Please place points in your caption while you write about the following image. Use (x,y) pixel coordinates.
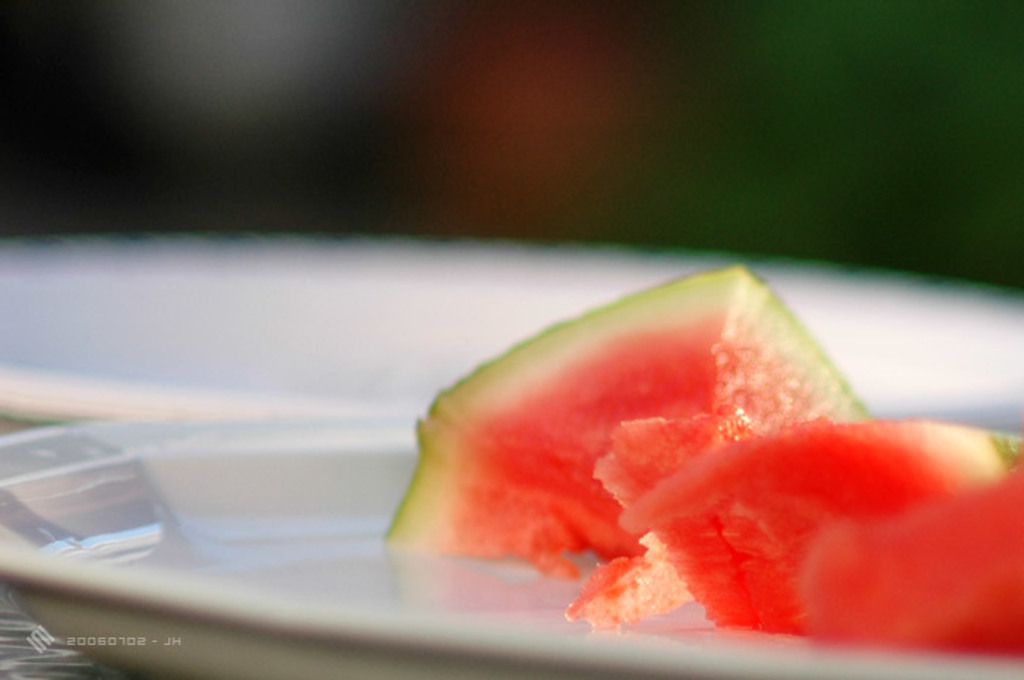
In this picture I can see there is some food pieces (660,467) in the plate (616,647) and the backdrop (761,194) is blurred. There is a code (154,639) printed on the left side (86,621) bottom of the picture (135,640).
